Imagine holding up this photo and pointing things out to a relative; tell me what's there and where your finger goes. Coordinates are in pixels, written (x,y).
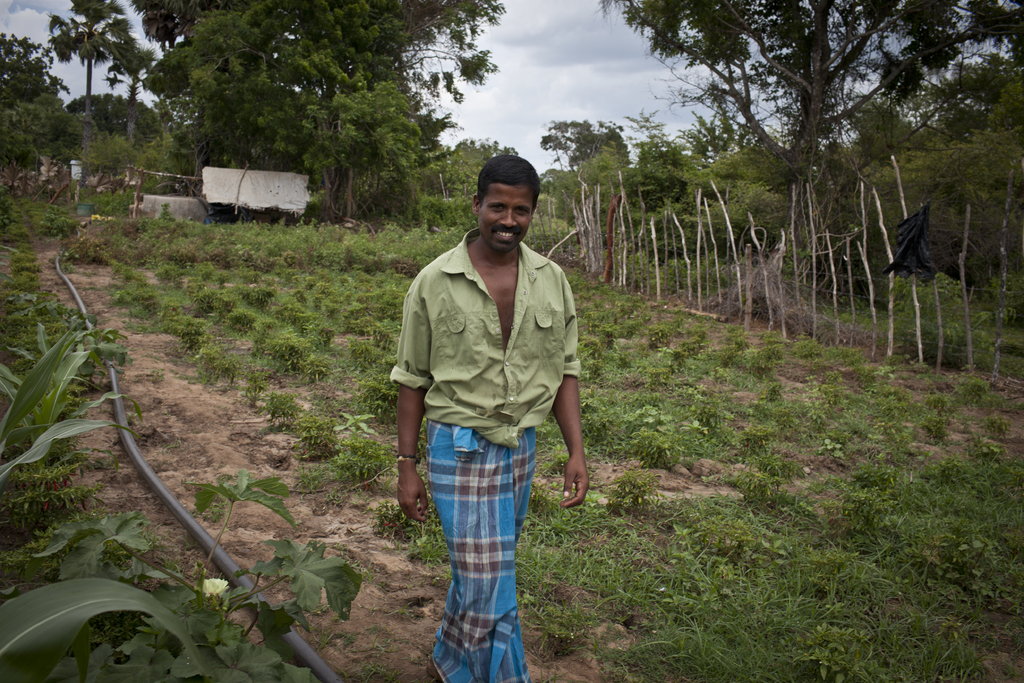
In the picture we can see a man (460,493) walking on the grass surface (661,510) and beside him we can see a pipe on the surface (249,292) and in the background (20,53) we can see the trees (955,279) and the sky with clouds (4,32).
